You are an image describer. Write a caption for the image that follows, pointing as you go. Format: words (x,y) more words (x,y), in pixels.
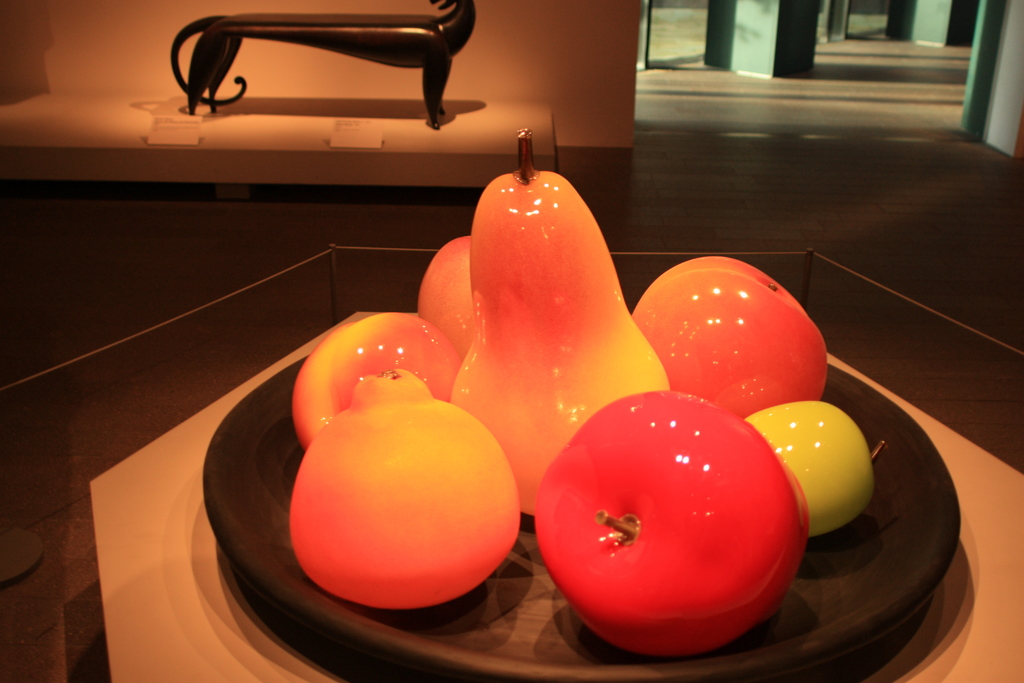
We can see pear (483,303) and some fruits (620,418) with plate (279,589) on white pedestal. In the background (359,221) we can see dark object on the white surface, wall (562,37) and floor (828,135).
